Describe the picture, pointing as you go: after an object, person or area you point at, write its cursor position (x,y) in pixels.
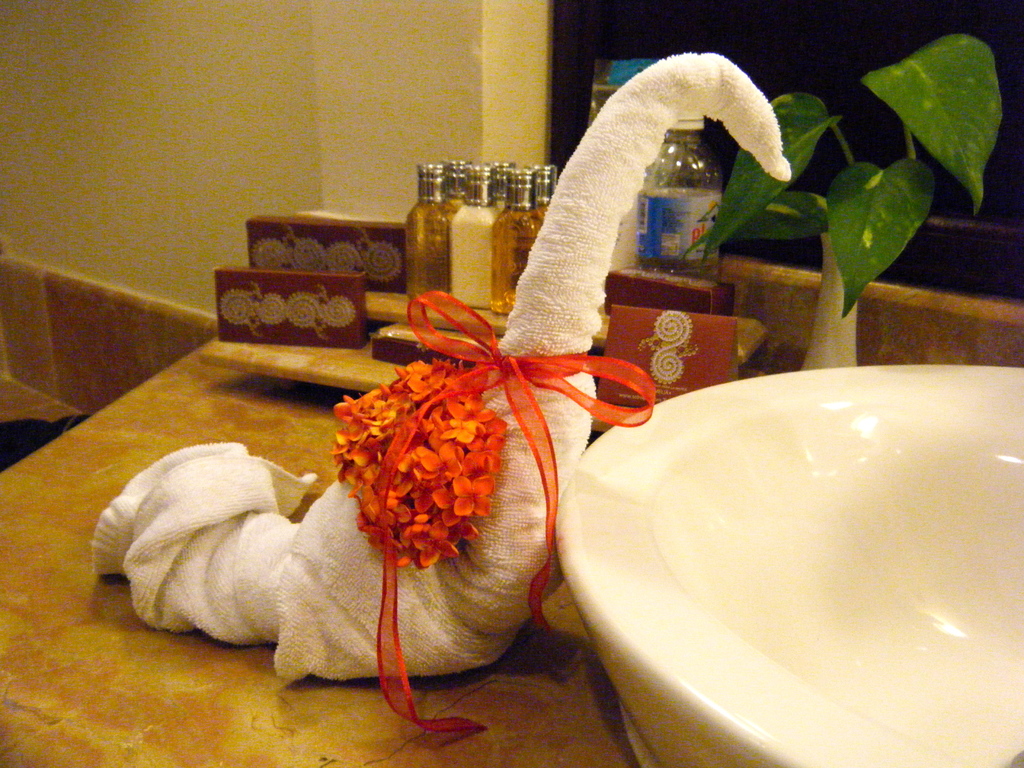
In this image we can see a towel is shaped in a bird's manner and tied a ribbon (511,383) and kept some flowers (498,464). On the right side of the image (916,551) we can see wash basin (894,378) and money plant (886,189).
